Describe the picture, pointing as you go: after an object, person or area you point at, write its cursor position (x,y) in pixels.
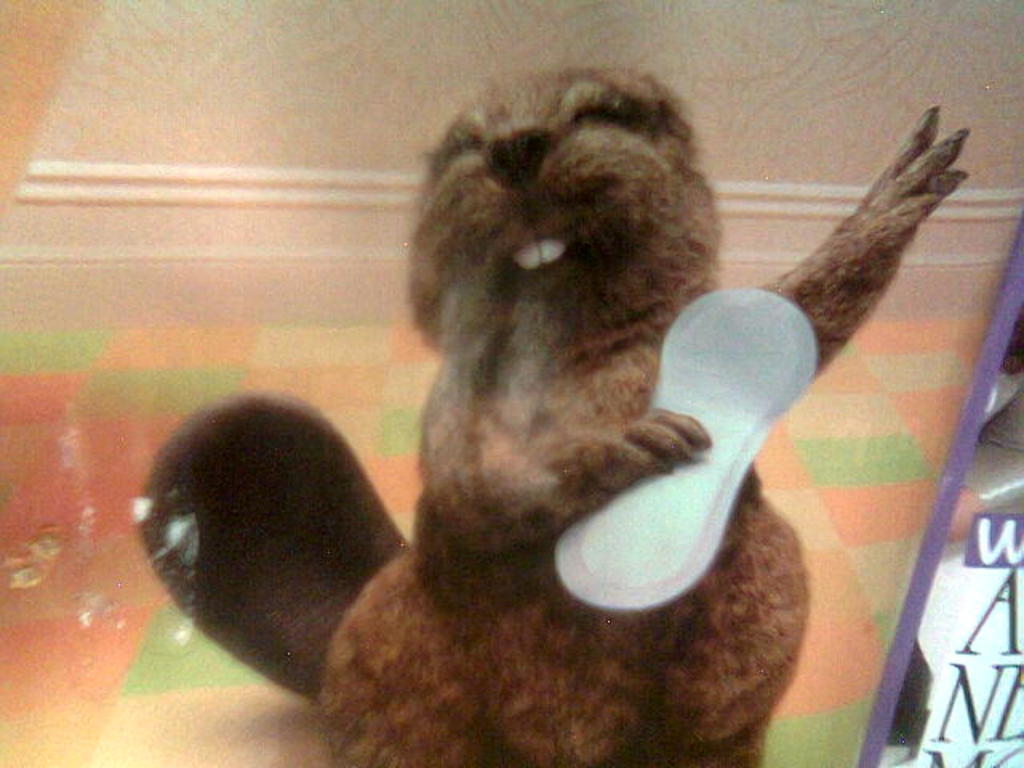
In this image in the front (554,429) there is a mammal (554,401) holding an object (676,486) which is white in colour. On the right side (990,606) there is some text (1010,585) visible.
